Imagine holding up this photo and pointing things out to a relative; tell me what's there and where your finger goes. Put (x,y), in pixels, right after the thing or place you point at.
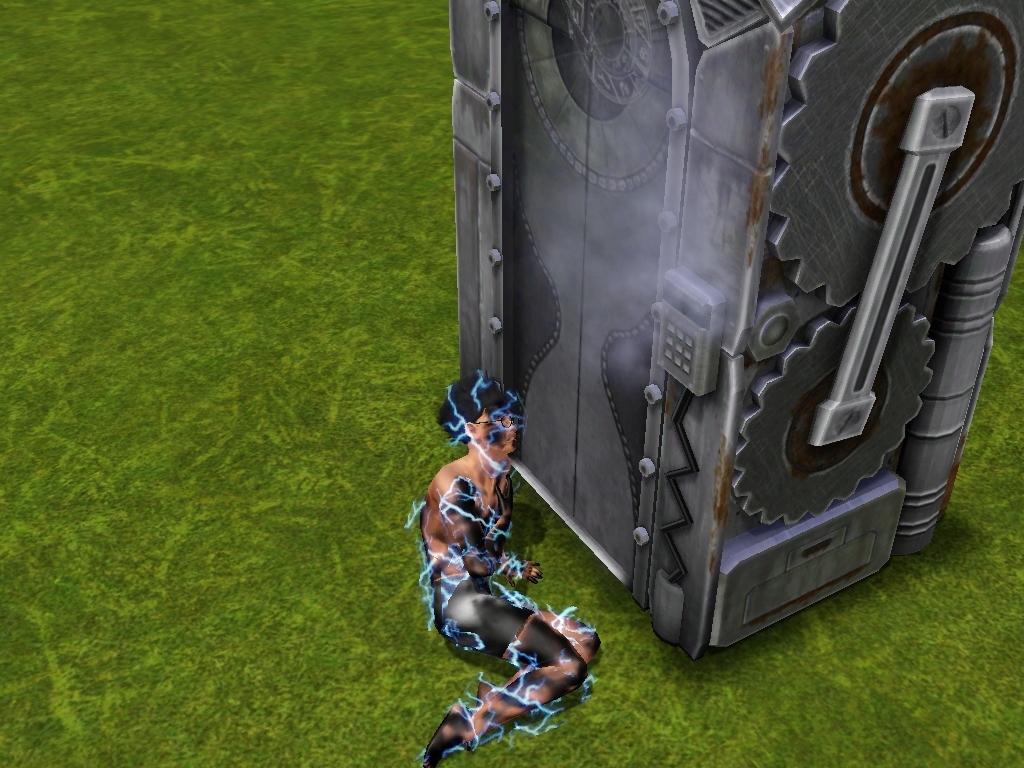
In the picture we can see a animated picture of a grass surface (560,547) and a machinery (525,468) and a person (501,618) laying on the surface (420,673) with a shock.
